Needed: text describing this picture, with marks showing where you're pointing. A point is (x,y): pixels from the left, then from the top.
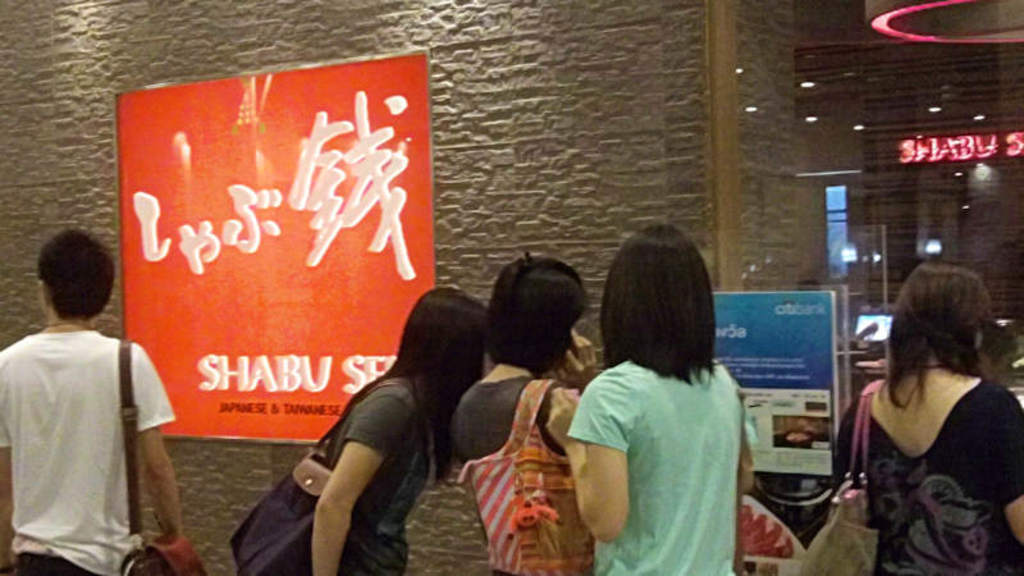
There are many people (419,461). Some are wearing bags (851,523). In the back (530,86) there is a wall (510,57) with a poster (272,178). On that something is written. Also there is a glass wall (906,168). Near to that there is a poster (792,404).
